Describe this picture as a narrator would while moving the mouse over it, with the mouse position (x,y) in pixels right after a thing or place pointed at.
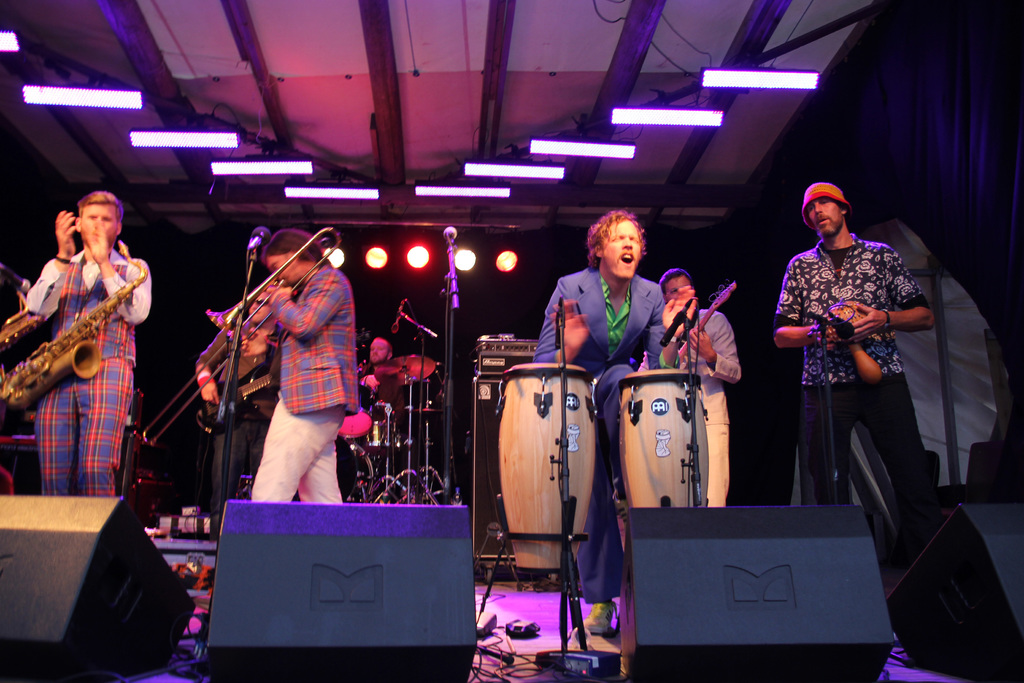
On this stage (406,545) this group of people (382,356) are playing musical instruments (850,320) in-front of mic (253,251). On top (635,110) there are lights (141,141) and focusing lights (341,261). Far there are musical instruments (377,490). On floor (554,680) there are devices (678,600) and cables (506,671).
